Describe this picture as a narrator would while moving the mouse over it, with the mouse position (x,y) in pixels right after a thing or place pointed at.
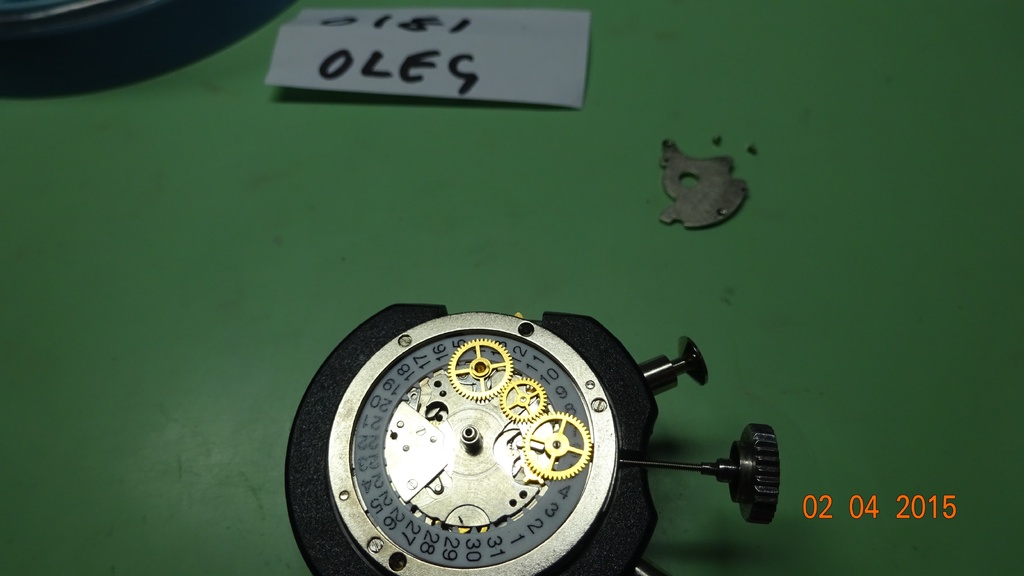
In this image I can see the black color object (416,451), paper (429,83) and few more objects (22,64) on the green color surface (232,288).
